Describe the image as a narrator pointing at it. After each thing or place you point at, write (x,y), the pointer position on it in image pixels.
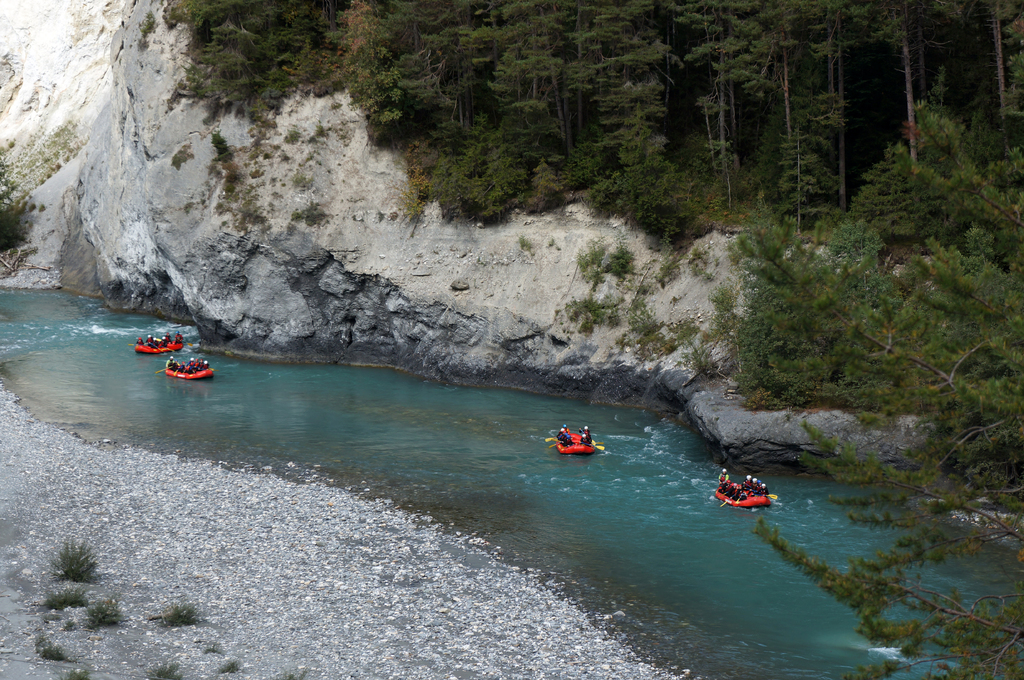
In the background (307,95) we can see the mountains (529,217) and the thicket (976,202). We can see the people (746,479), paddles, water (613,498), plants (63,578) and people (172,358) are sitting in the inflatable boats (202,375).
